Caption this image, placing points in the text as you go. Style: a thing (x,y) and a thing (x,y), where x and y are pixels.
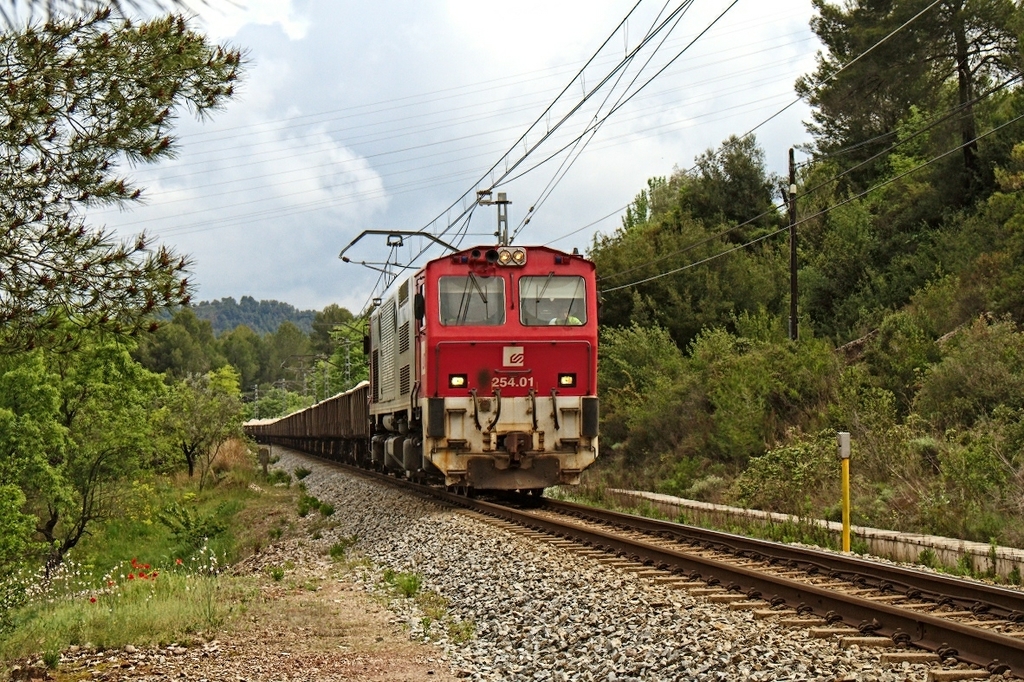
On the left side (131,332), there are trees (146,392), plants (1,512), grass (68,624) and stones (616,665) on the ground (281,492). On the right side (743,563), there is a train (477,409) on a railway track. Above this train (463,301), there are electric lines (648,33). In the background (865,24), there are trees (938,56), plants (699,418), poles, grass (864,523), a mountain (309,318) and there are clouds (429,59) in the sky (595,6).
